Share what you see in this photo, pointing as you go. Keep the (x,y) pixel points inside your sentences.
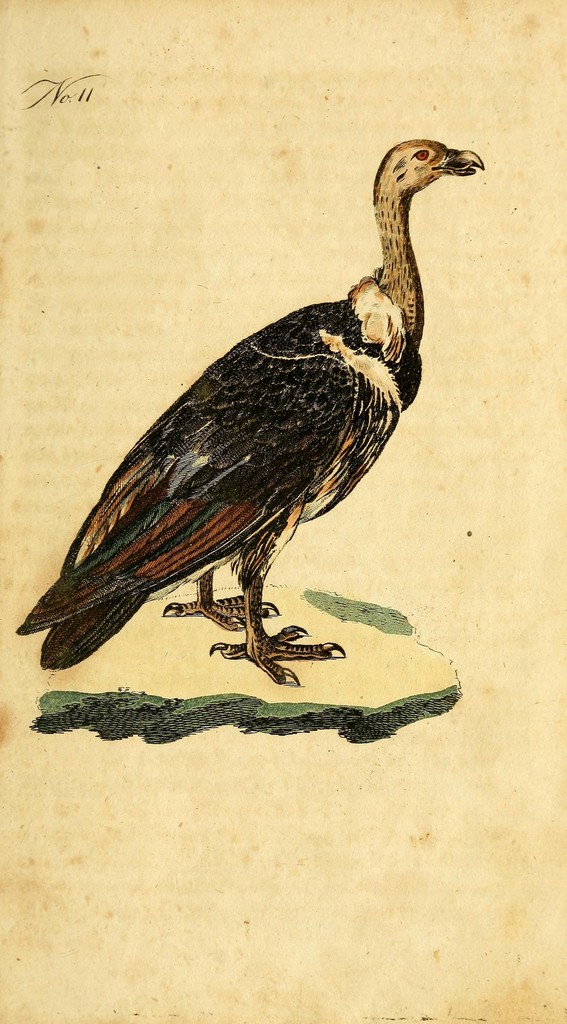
This might be a drawing in this image in the center (269,458) there is one bird (253,517), and there is a beige background (70,995) there is a text (49,103) at the top (51,92).
